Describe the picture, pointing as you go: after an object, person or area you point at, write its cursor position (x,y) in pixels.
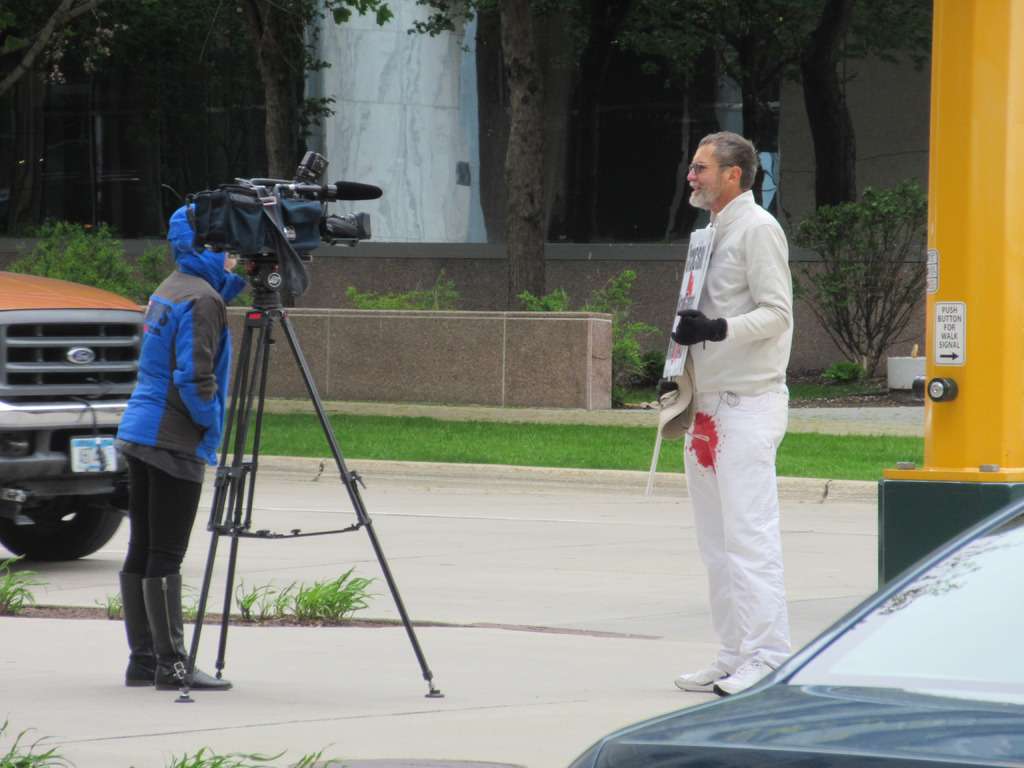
In this image, I can see two persons (205,401) standing. There is a video recorder (310,206) on a tripod stand (266,353). On the right side of the image (909,613), I can see a vehicle (925,614) on the road (123,552). In the background (550,422), I can see trees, plants (609,296), grass (488,432) and a building (616,180). On the right side of the image (967,203), there is a pillar (928,470).
